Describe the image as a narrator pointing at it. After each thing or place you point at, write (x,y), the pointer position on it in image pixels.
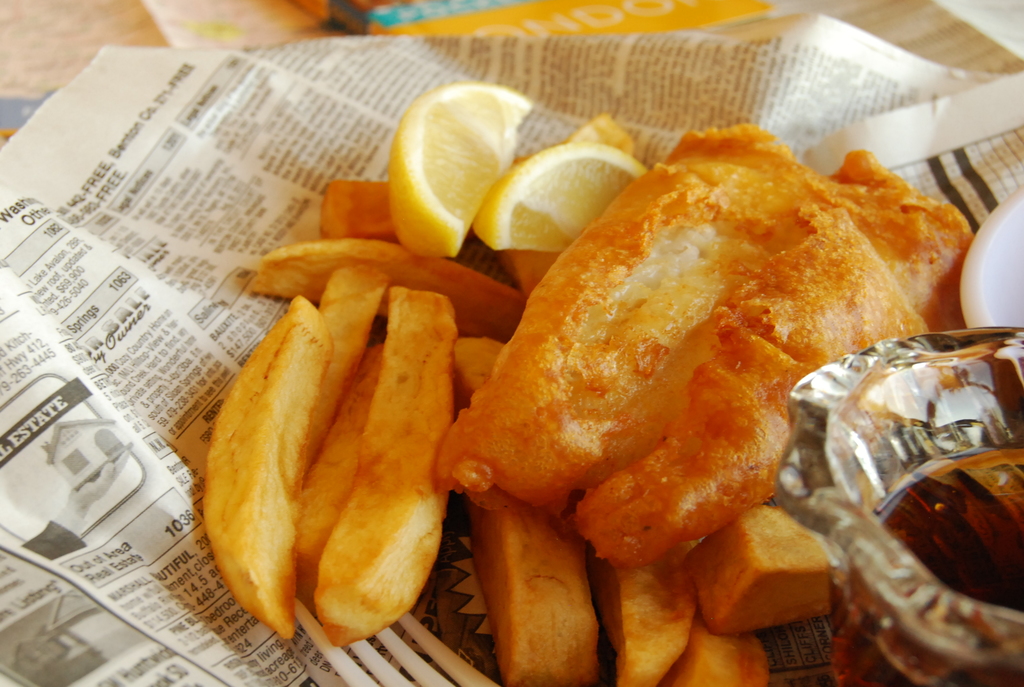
In the image we can see a newspaper (148,116), on the newspaper (51,280) there are slices of lemon (453,183) and french fries (511,326). There are objects (996,299), white and transparent in color.
